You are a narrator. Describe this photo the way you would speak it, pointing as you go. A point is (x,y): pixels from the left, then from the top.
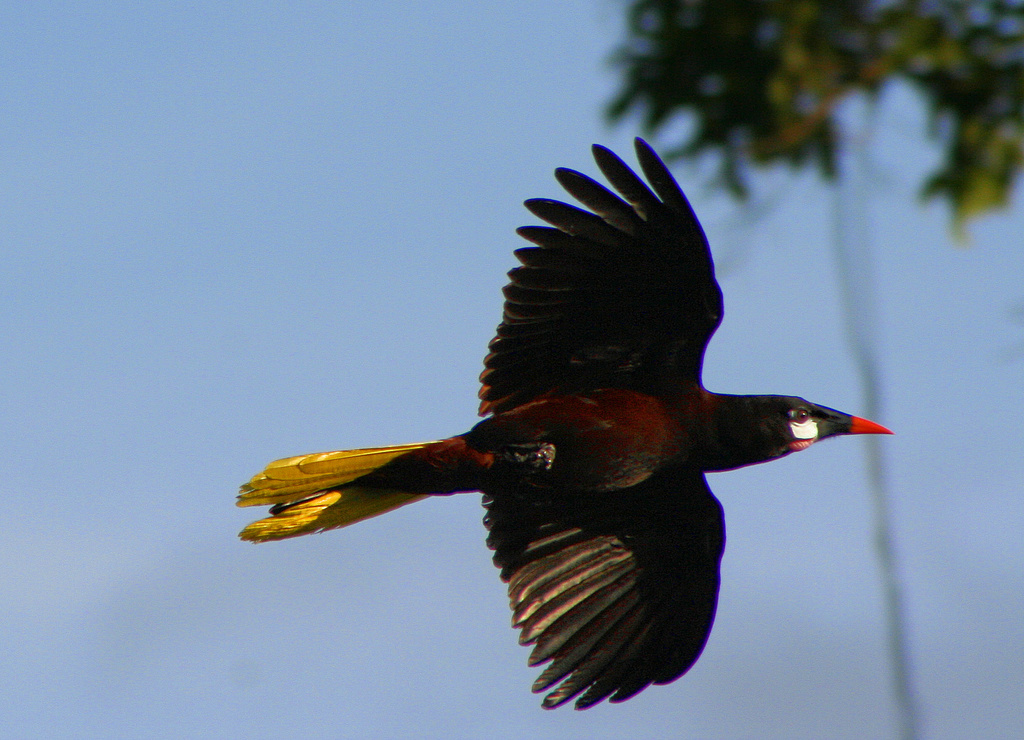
In the center of the image (613,424) we can see the bird (596,424) flying. In the background (465,387) there is a tree (848,91), wire (849,230) and sky (516,198).
